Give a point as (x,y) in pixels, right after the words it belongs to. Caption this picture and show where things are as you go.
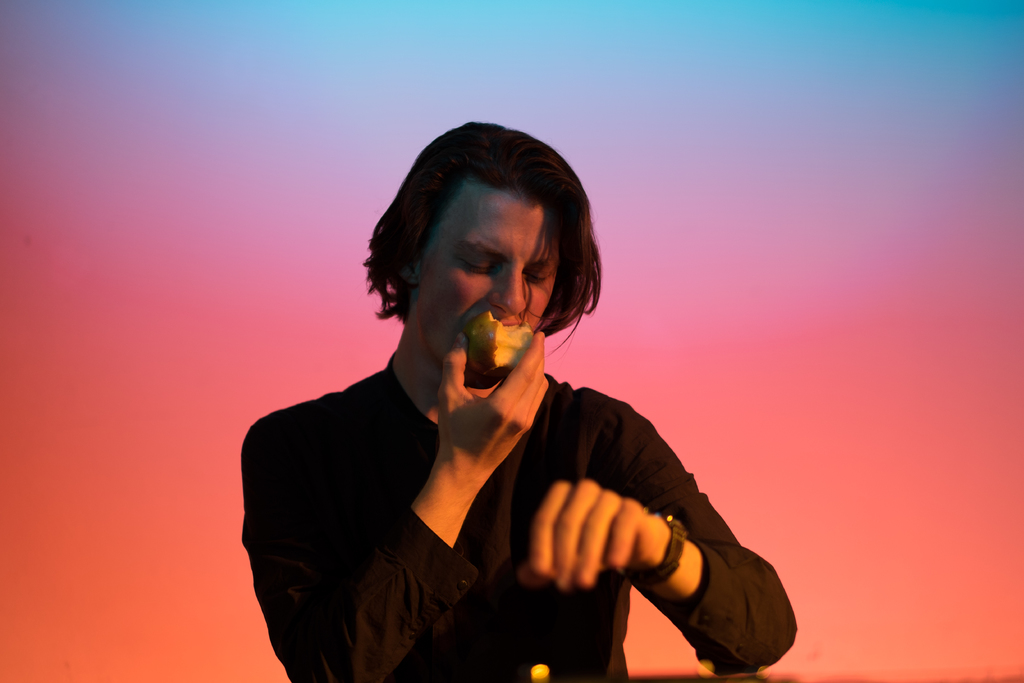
In the center of the image (406,255), we can see a person (527,367) holding an apple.
